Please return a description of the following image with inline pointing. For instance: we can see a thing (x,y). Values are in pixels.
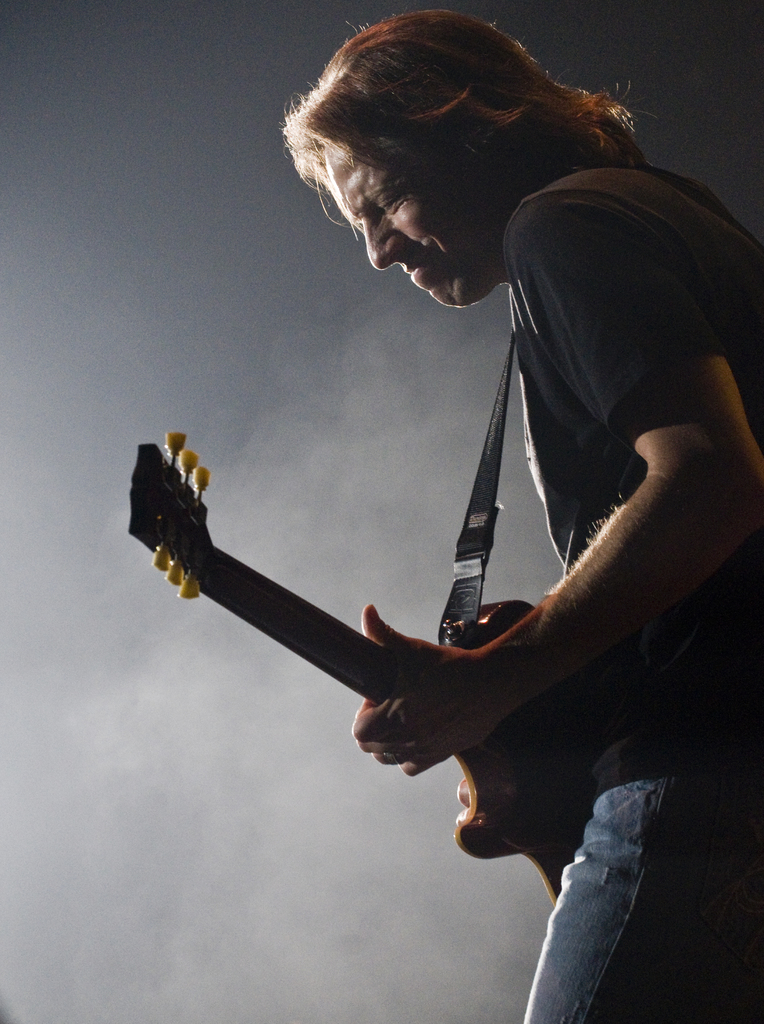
Here we can see a person (490,721) playing a guitar (572,725).
